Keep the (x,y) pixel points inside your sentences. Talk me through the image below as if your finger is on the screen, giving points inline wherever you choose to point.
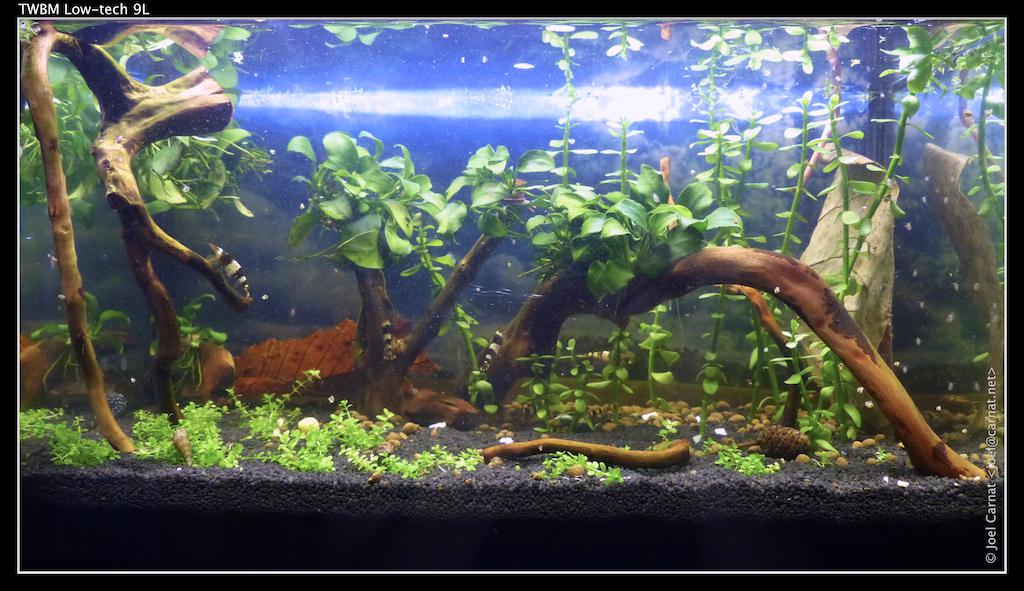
In this picture I can see an aquarium (471,406). In the aquarium (493,420) i can see plants (342,435), stones (399,442), water (260,331) and shrimps (237,279).
